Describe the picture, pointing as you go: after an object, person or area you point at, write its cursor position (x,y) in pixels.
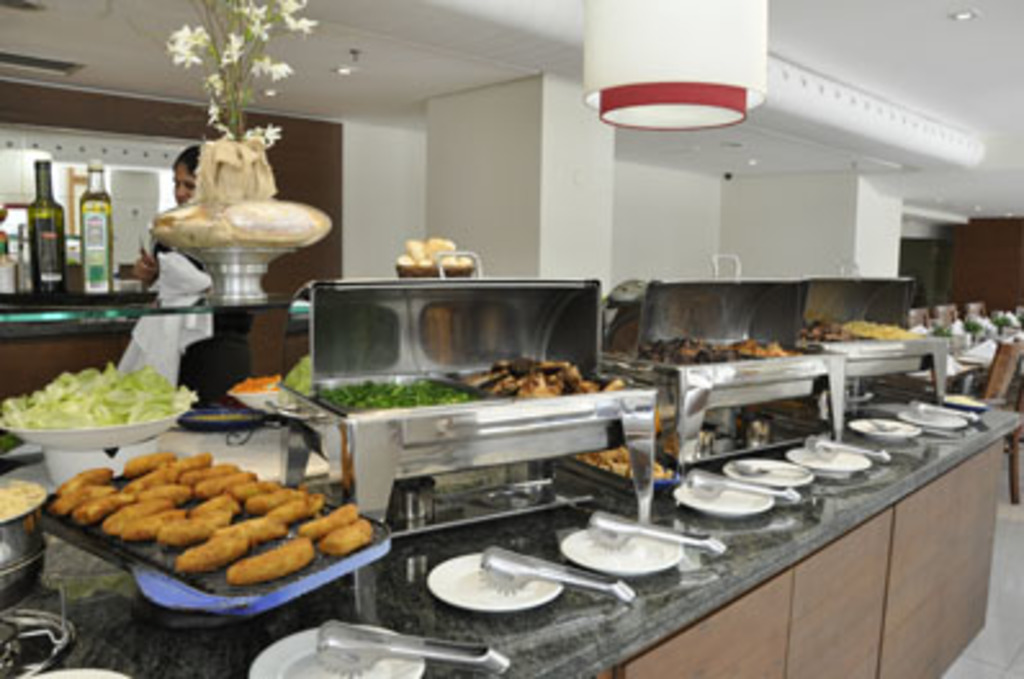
In this image there is a slab (758,583), on that slab (717,569) there are plates (659,547) in that plates (789,482) there are tongs (679,532) and there are chafing dishes (611,445), plates (349,539), bowls (102,443), in that there are food items (129,408), at the top of the slab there are flower vase (232,203) and bottles (97,286), in the background (137,267) there is a person (192,181) standing and there is a wall (423,158), pillars (515,174), at the top (882,115) there is a ceiling (869,54) and lights (762,41).
